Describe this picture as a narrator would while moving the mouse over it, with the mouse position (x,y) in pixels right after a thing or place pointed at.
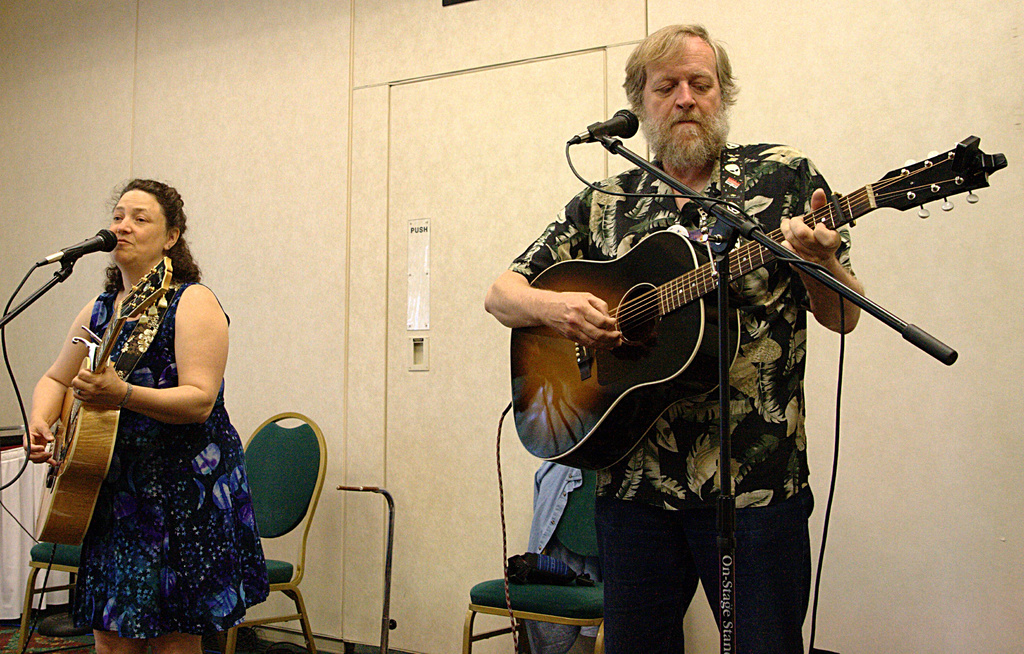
The two persons (545,307) are standing. They are playing a guitar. On the left side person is singing a song. We can see in background (448,218) white color wall (360,205).
